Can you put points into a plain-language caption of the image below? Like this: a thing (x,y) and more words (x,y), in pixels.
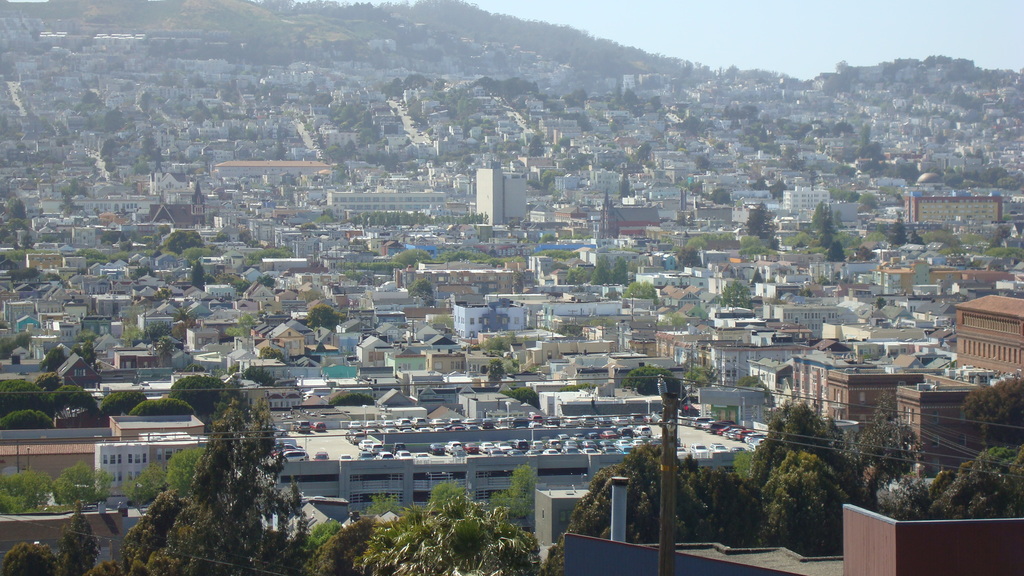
In this image we can see buildings (428,251), trees (278,472), a current pole (663,461) with wires (874,448) and few cars (302,428) parked in the parking area (587,437) and sky (841,35) in the background (798,30).
